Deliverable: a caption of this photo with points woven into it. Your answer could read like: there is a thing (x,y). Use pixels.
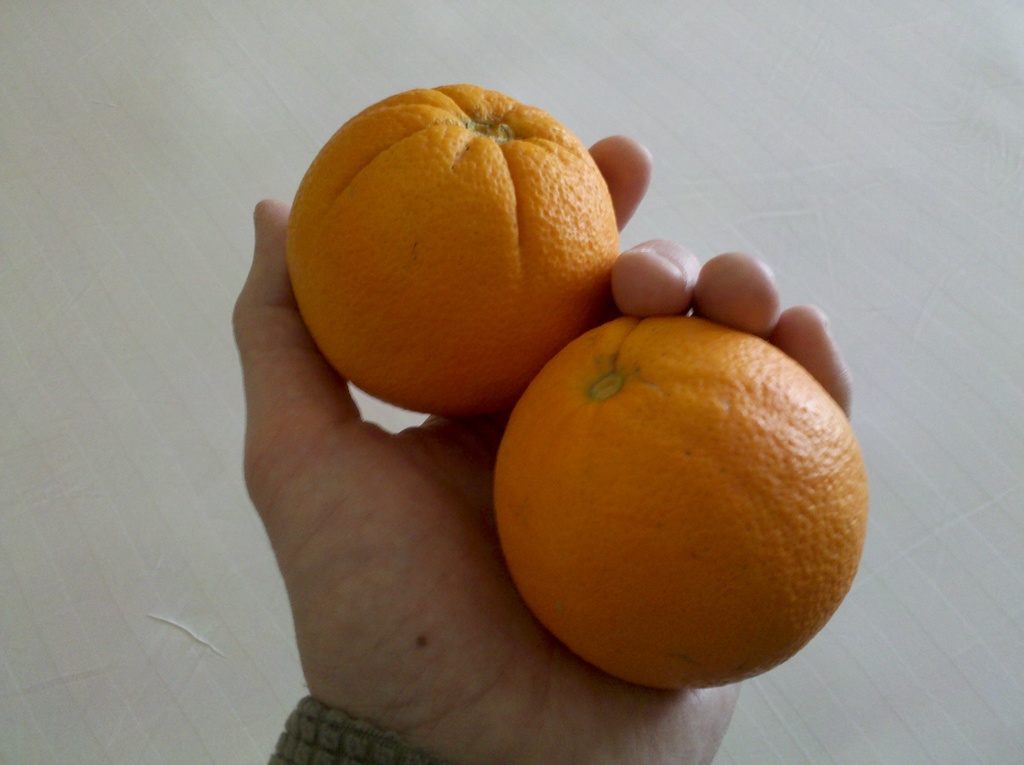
There is one human hand (450,691) is holding two oranges (604,387) as we can see in the middle of this image (566,508), and the background (141,685) is in white color.
